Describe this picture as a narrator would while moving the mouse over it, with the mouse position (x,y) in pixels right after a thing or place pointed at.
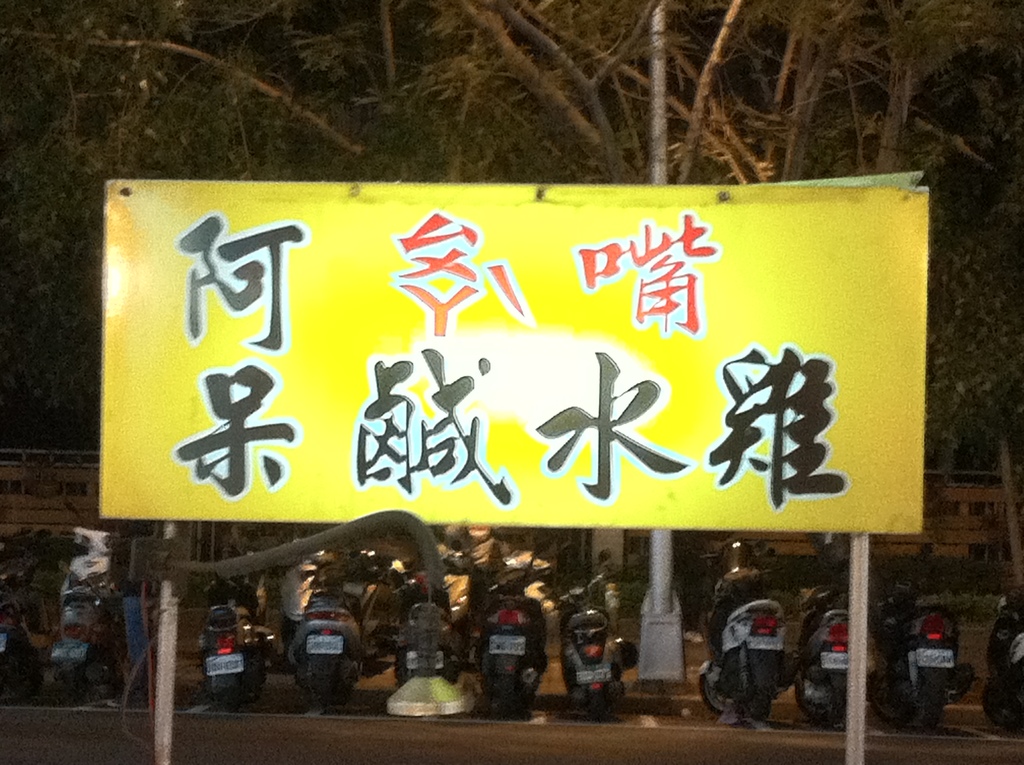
In the foreground of this image (281,407), there is a yellow colored board (838,308). In the background (492,643), there are motor bikes (71,619) on the road (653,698), a pole (675,670), trees (441,122), railing (66,472) like an object (50,474) and the dark sky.
